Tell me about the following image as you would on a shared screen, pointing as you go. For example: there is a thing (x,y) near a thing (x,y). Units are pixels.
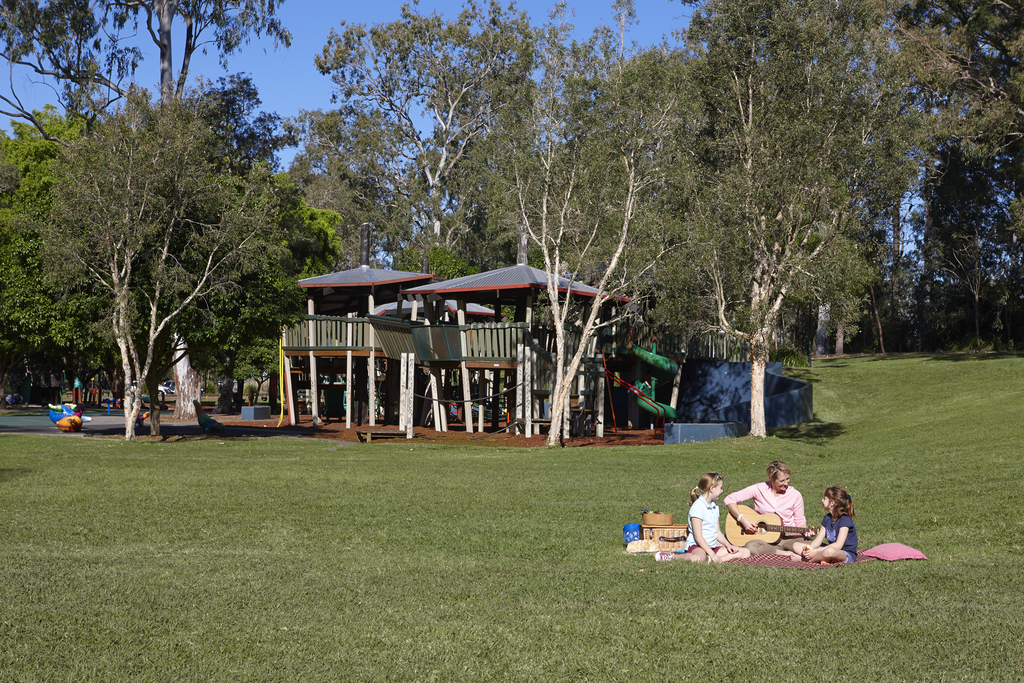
The picture is taken in a park (397,534). In the foreground of the picture (741,533) there are three people (696,529), baskets (659,538), mats (753,559), pillows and grass (390,477). In the center of the picture of trees (362,206), buildings (397,372), benches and other playing objects (357,401). Sky (355,19) is clear and it is sunny.
